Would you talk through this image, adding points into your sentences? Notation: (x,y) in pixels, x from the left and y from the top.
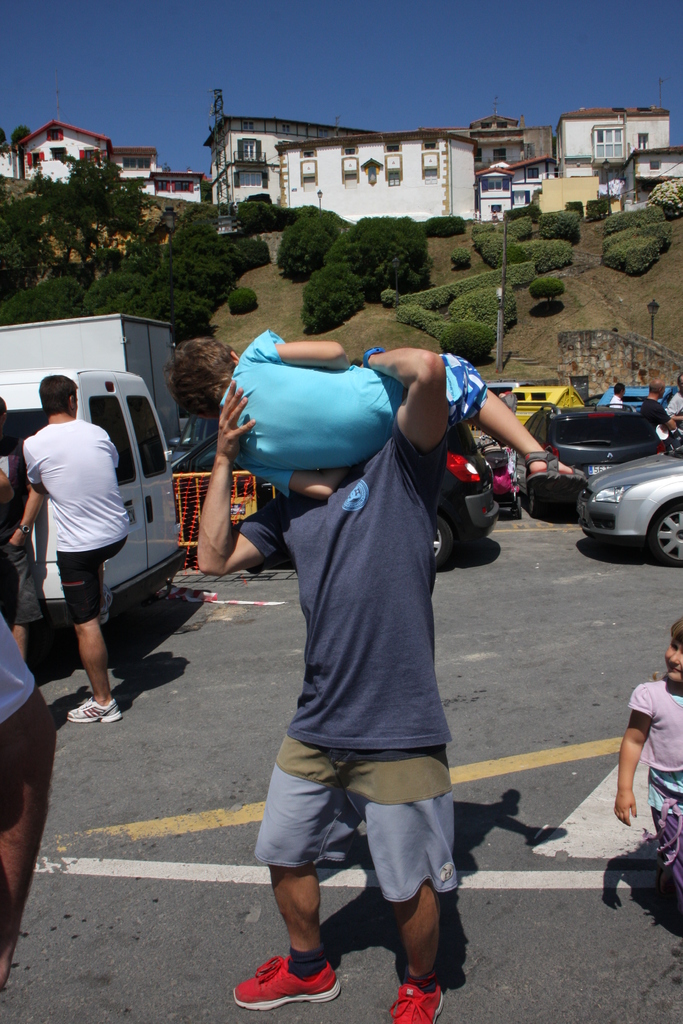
In the background (446,67) we can see the sky (353,111), buildings (520,145). In this picture we can see grass (534,325), trees (207,235), plants (302,236), poles (500,322) and objects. We can see the people (444,825) and vehicles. We can see a man (434,825) lifting a boy (457,381) and standing on the road (155,983).
